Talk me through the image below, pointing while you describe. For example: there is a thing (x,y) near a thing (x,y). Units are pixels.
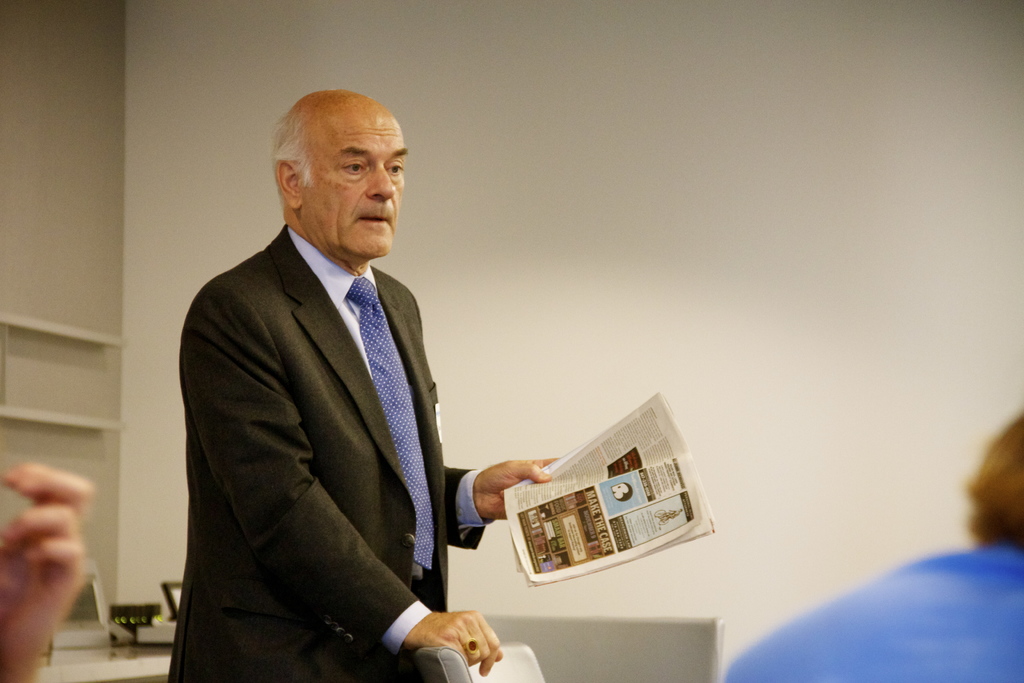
This person (367,414) is holding a newspaper (594,472) and wore a suit (338,335). Here we can see a chair (442,668), people (48,578) and wall (394,49). On that table (100,646) there are things (143,611).
